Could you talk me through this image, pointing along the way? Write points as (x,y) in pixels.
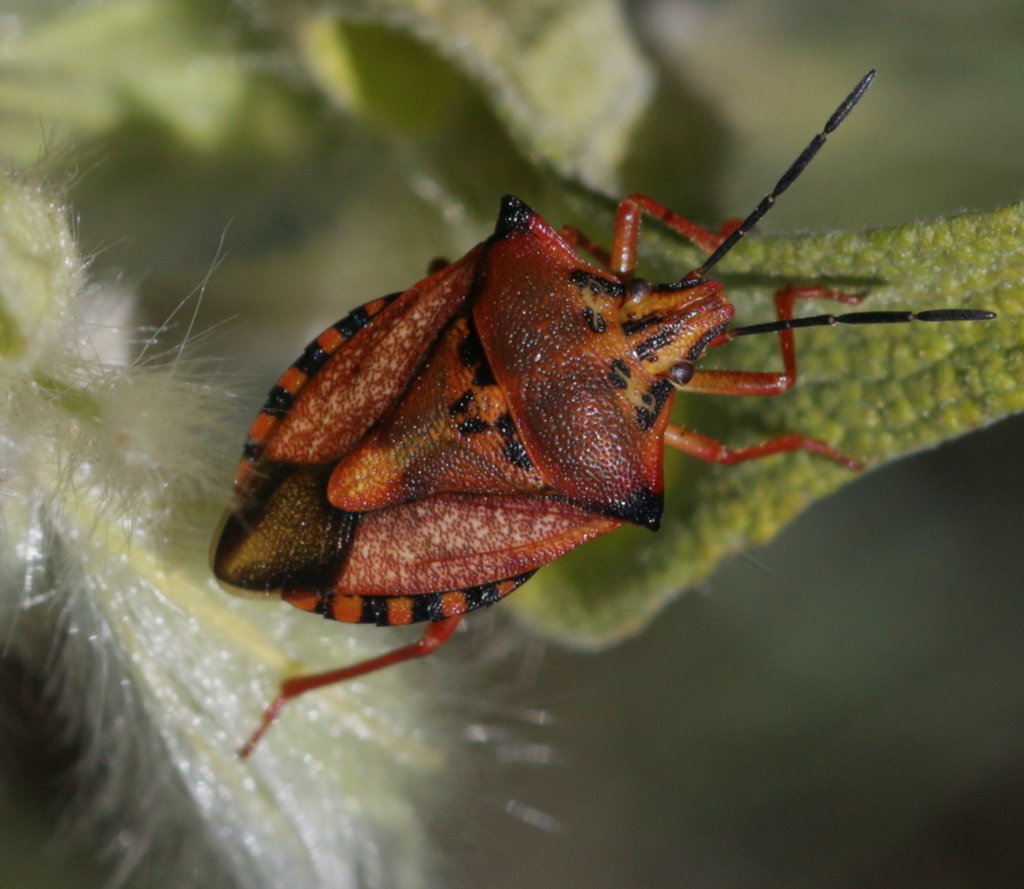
In this image there is an insect (689,350) to the leaf (963,374) of the plant (963,374), and there is blur background (181,246).
